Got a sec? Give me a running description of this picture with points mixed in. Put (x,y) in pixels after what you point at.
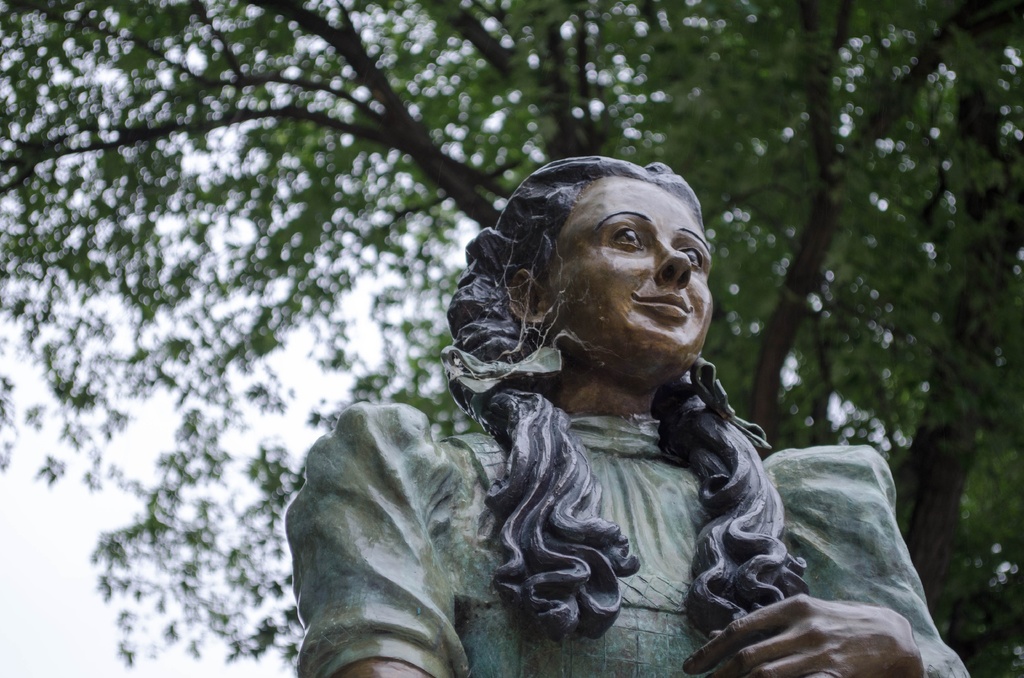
It is a statue (659,381) in the shape of a woman (617,443) and these are the trees (487,162).
